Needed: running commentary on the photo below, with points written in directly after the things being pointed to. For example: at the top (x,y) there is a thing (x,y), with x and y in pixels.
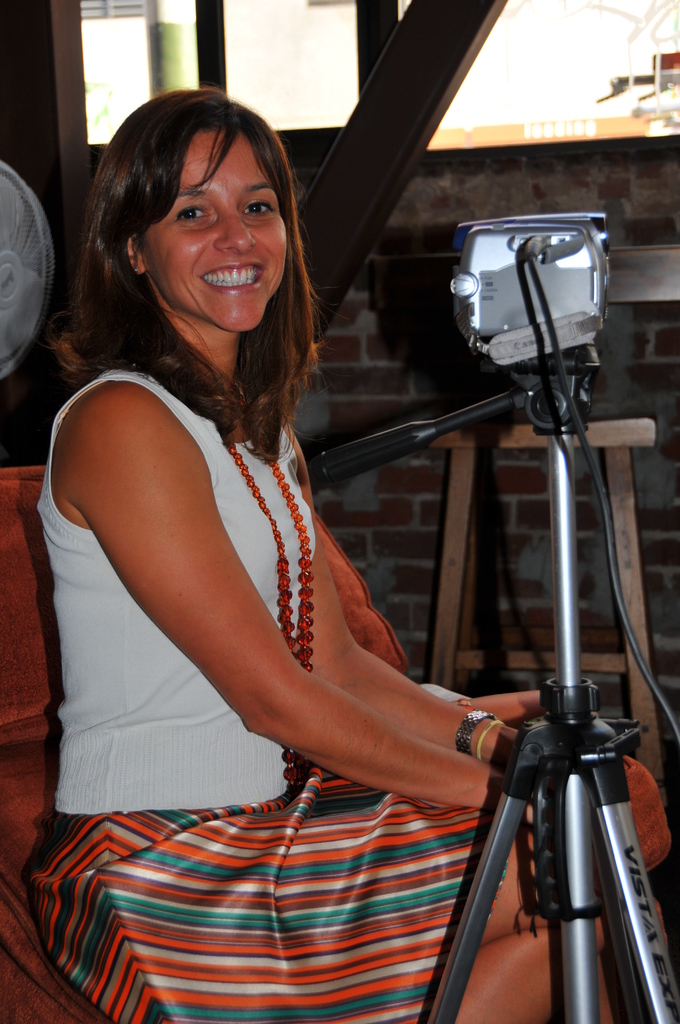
Here we can see a woman (174,961) sitting on the chair (2,475) and she is smiling. There is a stand (552,368) and a camera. In the background (436,347) we can see a fan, stool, and a wall (348,351).
